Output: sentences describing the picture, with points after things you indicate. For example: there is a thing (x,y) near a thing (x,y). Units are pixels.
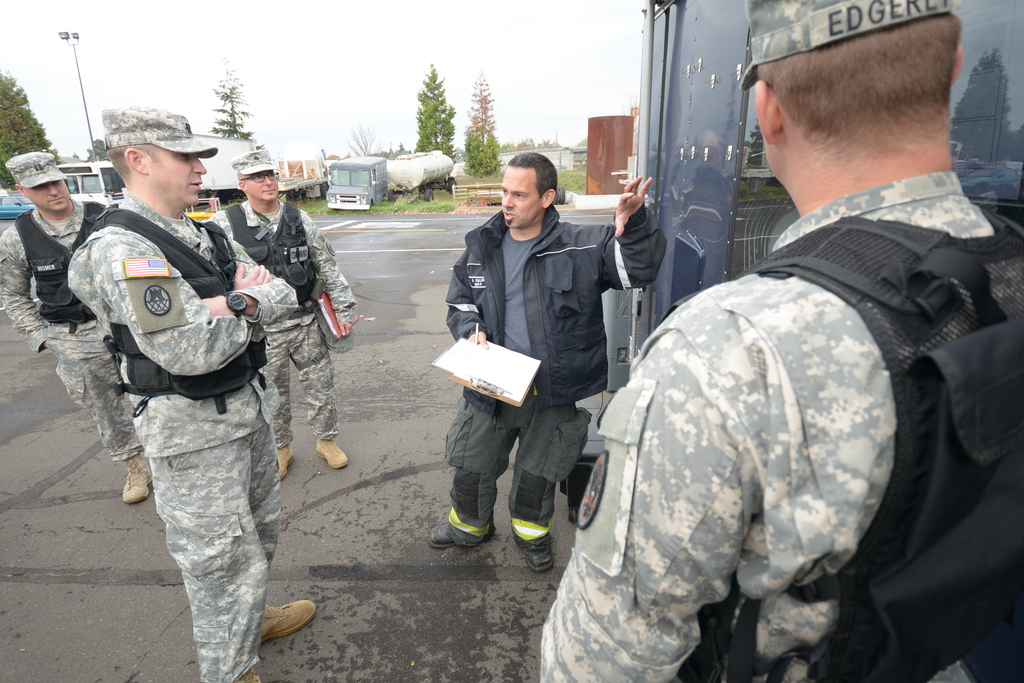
In this image we can see these people (78,267) wearing uniforms (827,451), caps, jackets (240,211) and shoes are standing on the road (72,507) and this person (555,308) wearing black jacket (581,343) is holding a pad (486,388) with papers (530,358) and a pen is standing near the vehicle (756,236). In the background (183,34), we can see a few more vehicles (7,198), trees (433,152), grass (314,209), fence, light pole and the plain sky (372,75).
